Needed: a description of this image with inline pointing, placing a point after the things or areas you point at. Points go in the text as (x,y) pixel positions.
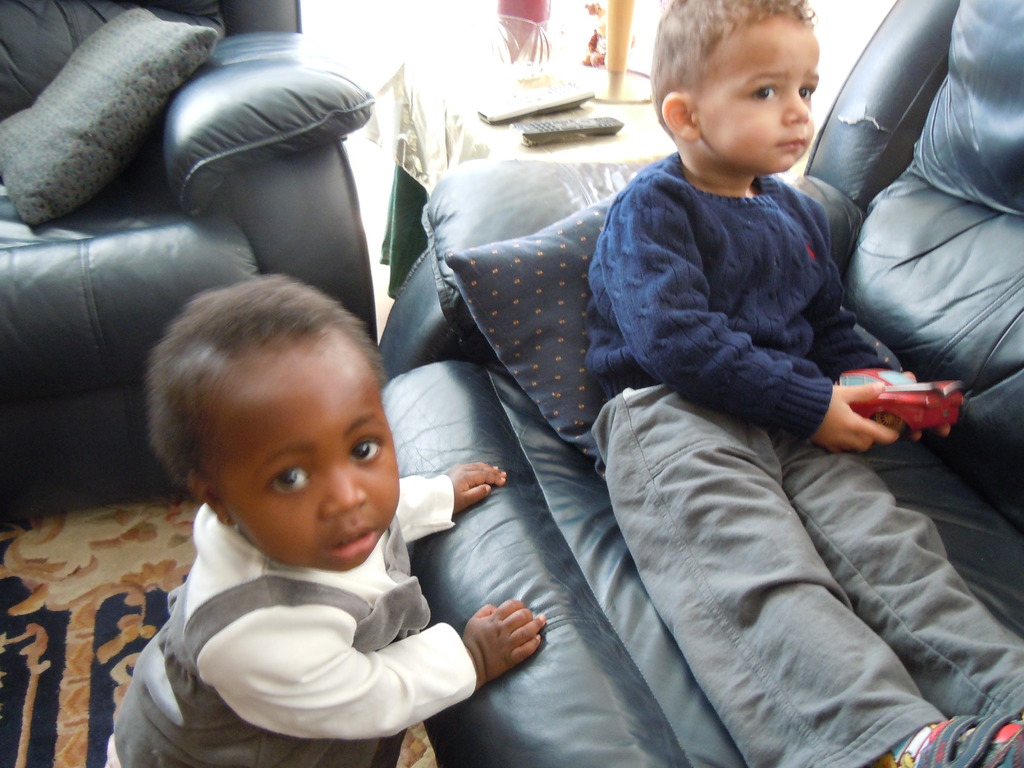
A boy (855,396) holding a car (889,402) is sitting on a sofa (502,406). There is a pillow (532,316) on the sofa (504,423). Beside him another baby (311,542) is standing. There is another sofa (227,152) with a pillow (107,125). There is a carpet (70,591) on the floor (20,543). In the back side (617,110) there is table (588,108). On the table (566,118), there are remotes (568,100) and other items (599,50).
